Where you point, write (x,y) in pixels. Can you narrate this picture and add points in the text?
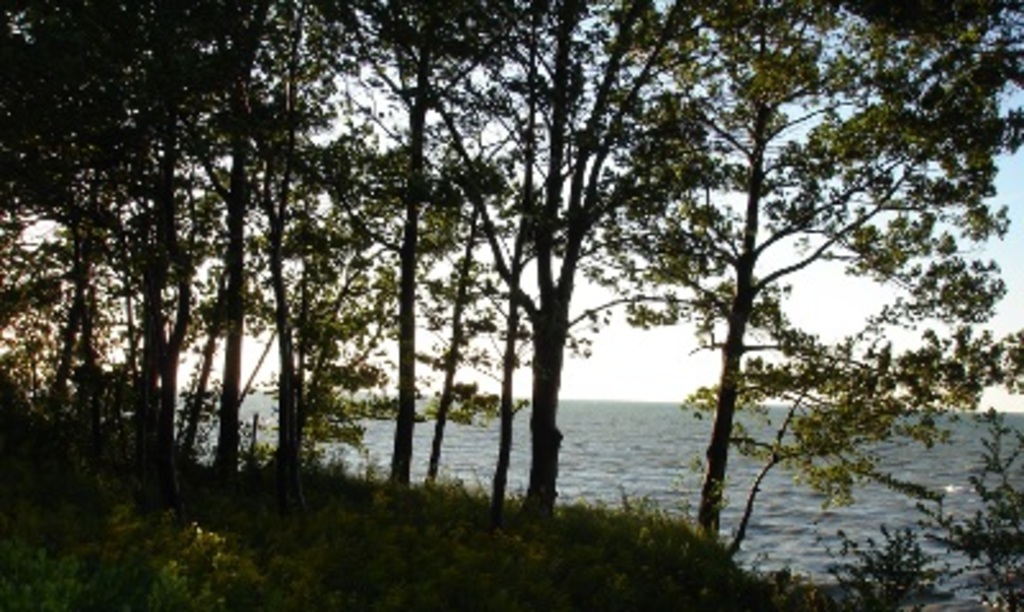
In this image I can see few plants (270,578) which are green in color, few trees (550,198) which are green and black in color, the water (596,425) and the sky (650,352).
